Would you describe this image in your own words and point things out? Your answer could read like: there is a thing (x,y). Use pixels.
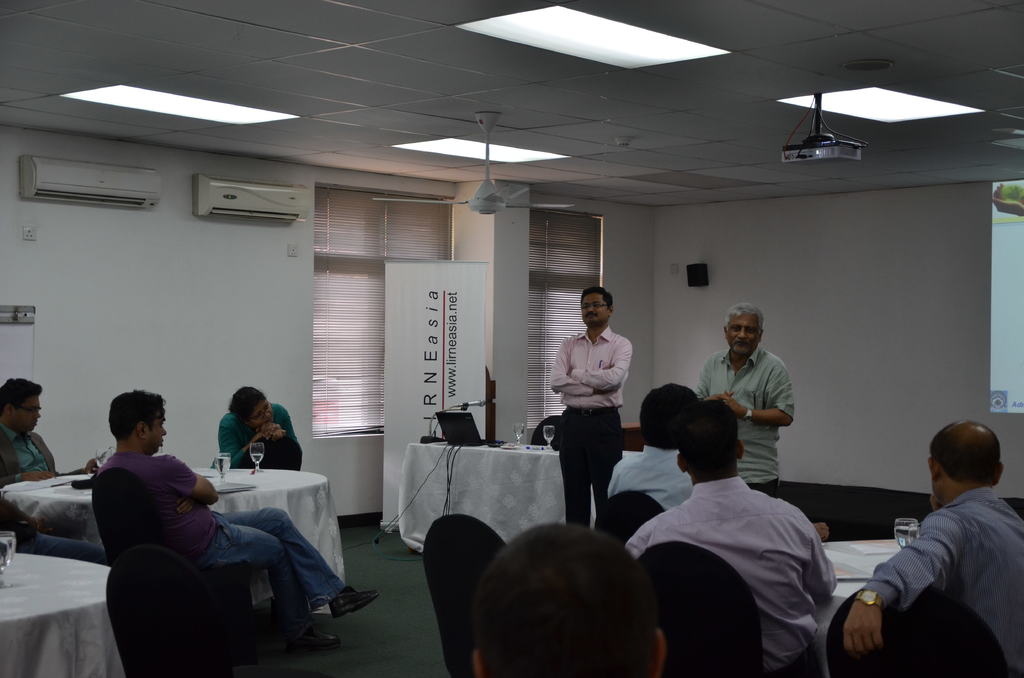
In this picture there are two persons (585,368) standing and there is a table (518,448) behind them which has a laptop (473,437), mic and few other objects (514,433) on it and there are few people (161,471) sitting in chairs (668,555) in front of them and there are few air conditioners (211,202) in the left top corner (153,181) and there is a projected image (1008,280) in the right corner (1017,354).
